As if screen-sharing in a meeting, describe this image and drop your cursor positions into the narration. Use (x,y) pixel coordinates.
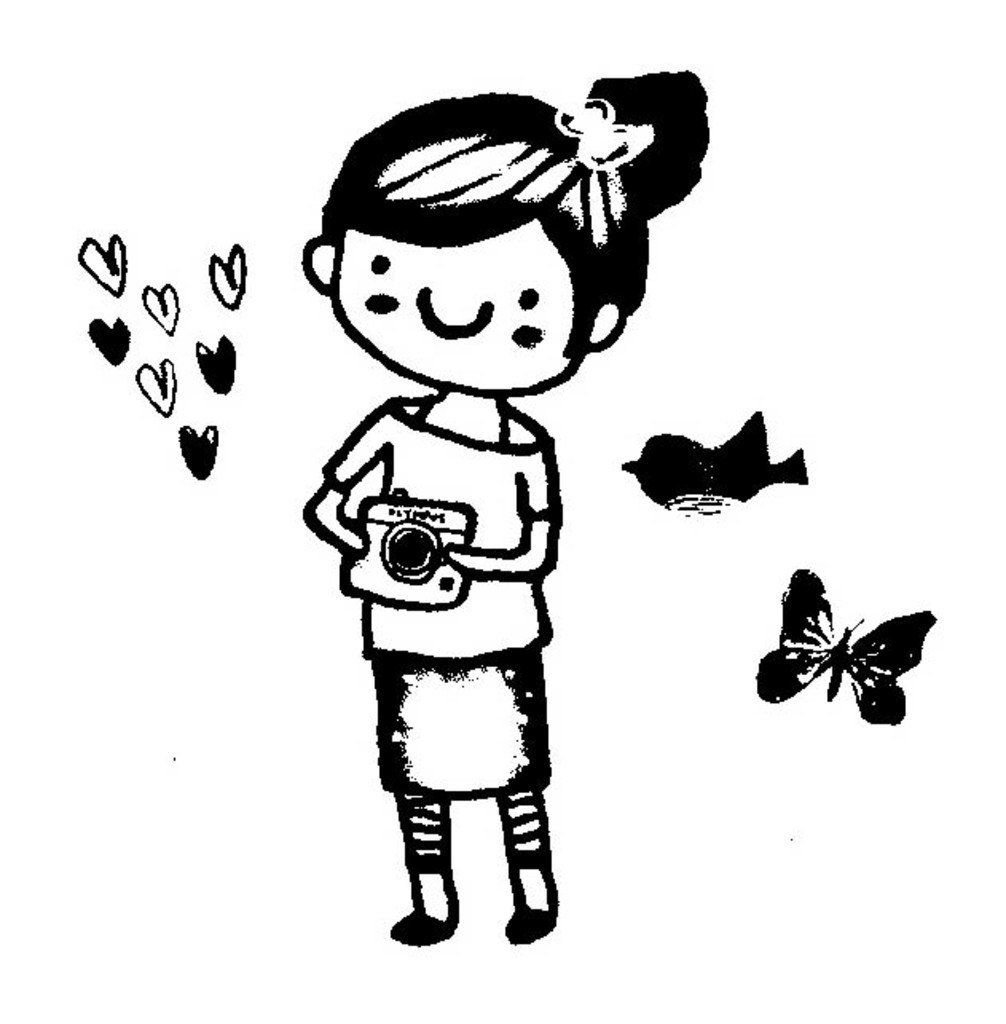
In this image I can see the cartoon picture (472,595) and I can also see the bird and the butterfly (841,663) and I can see the white color background (632,553).
